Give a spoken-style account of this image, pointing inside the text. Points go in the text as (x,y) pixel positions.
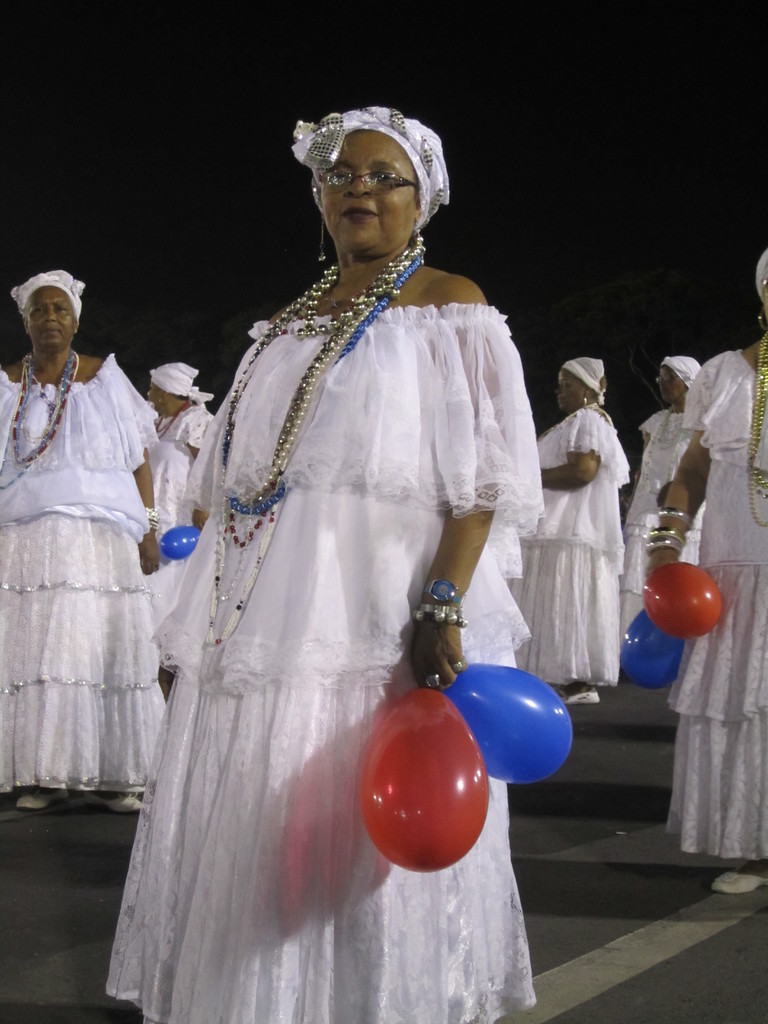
In the picture we can see a woman (175,761) standing and she is with white dress (366,478) and some necklace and she is holding two balloons (553,759) which are red and blue in color and behind her we can see some women (643,530) are standing with white dress (15,535).
